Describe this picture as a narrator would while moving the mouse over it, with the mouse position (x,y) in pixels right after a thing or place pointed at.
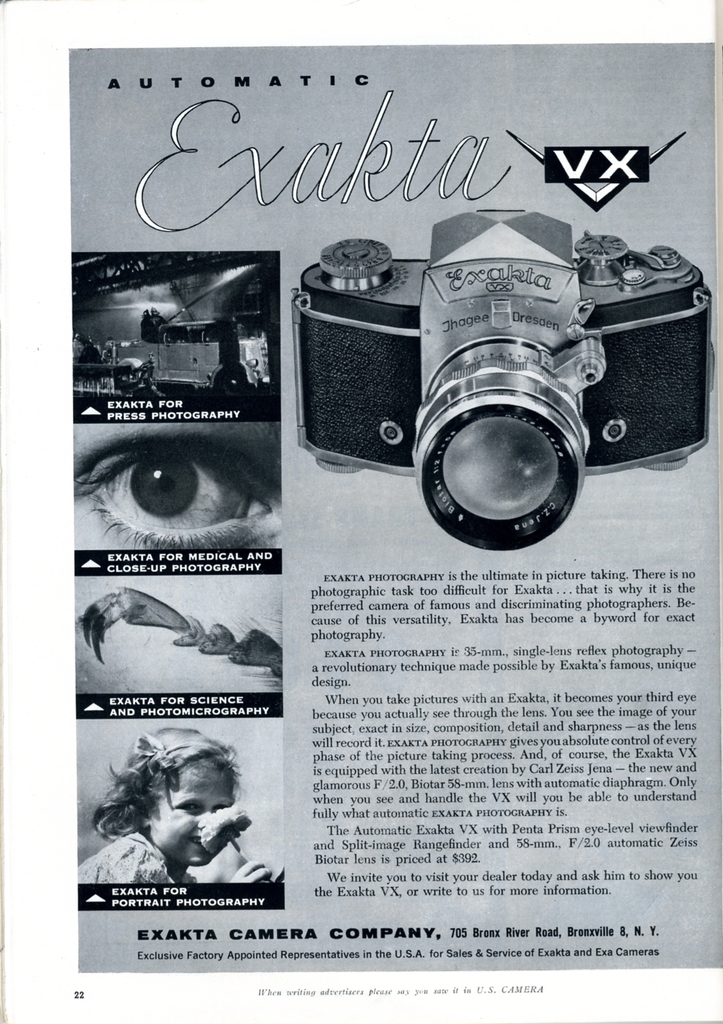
In this picture we can see a poster (523,311), there is a picture (502,355) of camera (505,385) in the middle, on the left side (121,436) there are four pictures (130,409), in this picture we can see a human eye (189,481), in this picture we can see a kid (178,830) is holding a flower (231,823), on the right side (588,746) there is some text (477,703).
